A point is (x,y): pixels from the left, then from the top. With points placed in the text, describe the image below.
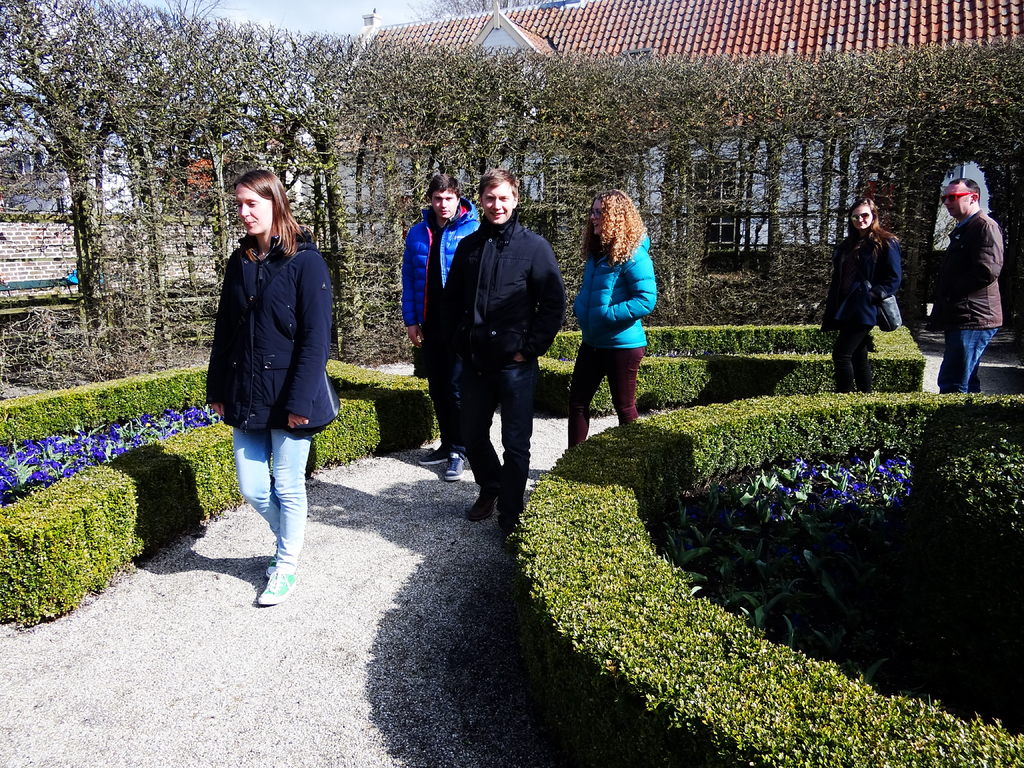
In this image we can see three men (498,226) and women (291,367) are walking in the garden (102,746). Behind trees (647,117) and buildings (767,32) are there.
